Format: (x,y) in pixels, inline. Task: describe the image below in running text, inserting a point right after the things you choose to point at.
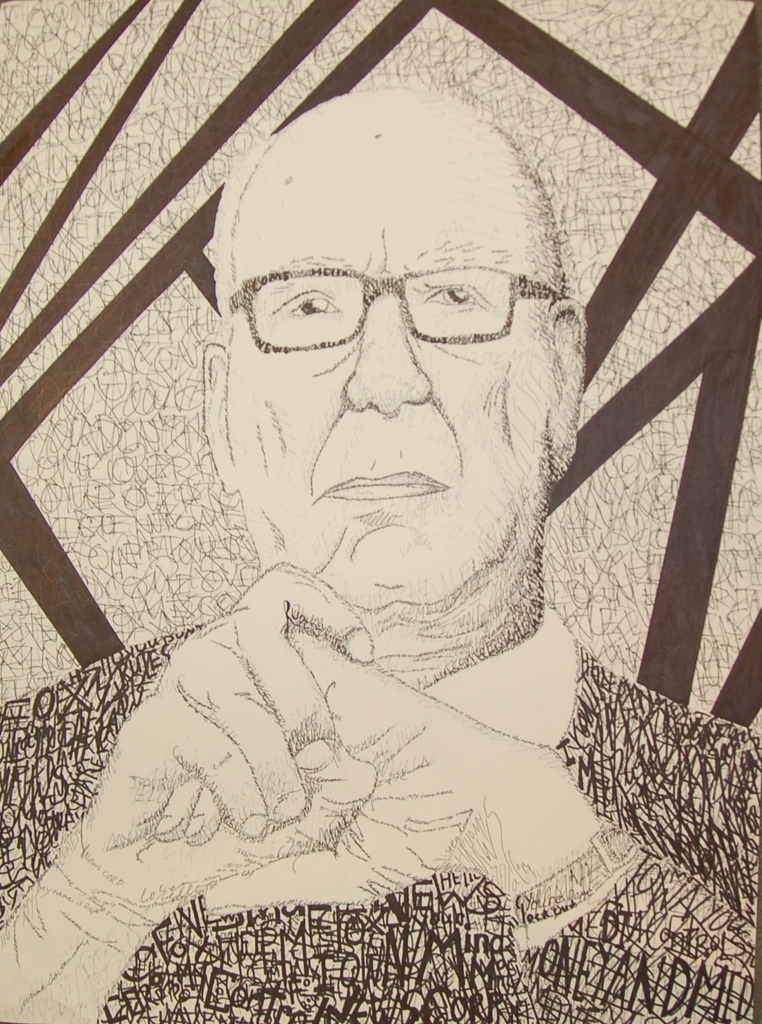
In this image there is a drawing (396,683) of a person (399,369) wearing specs (353,322).
